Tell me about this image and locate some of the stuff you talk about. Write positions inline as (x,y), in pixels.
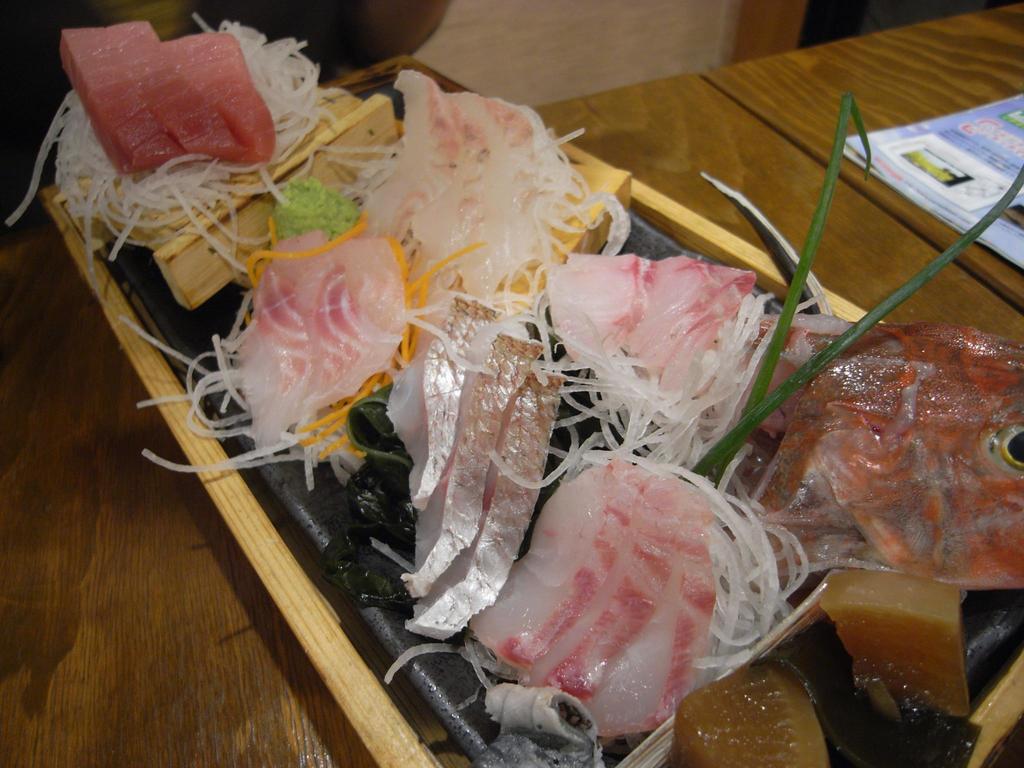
In this picture we can see some food items (280,253) on the black plate (289,485) and the plate (312,513) is on a tray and the tray (261,486) is on the wooden table (185,589). On the table (811,192), it looks like a book (956,185).
